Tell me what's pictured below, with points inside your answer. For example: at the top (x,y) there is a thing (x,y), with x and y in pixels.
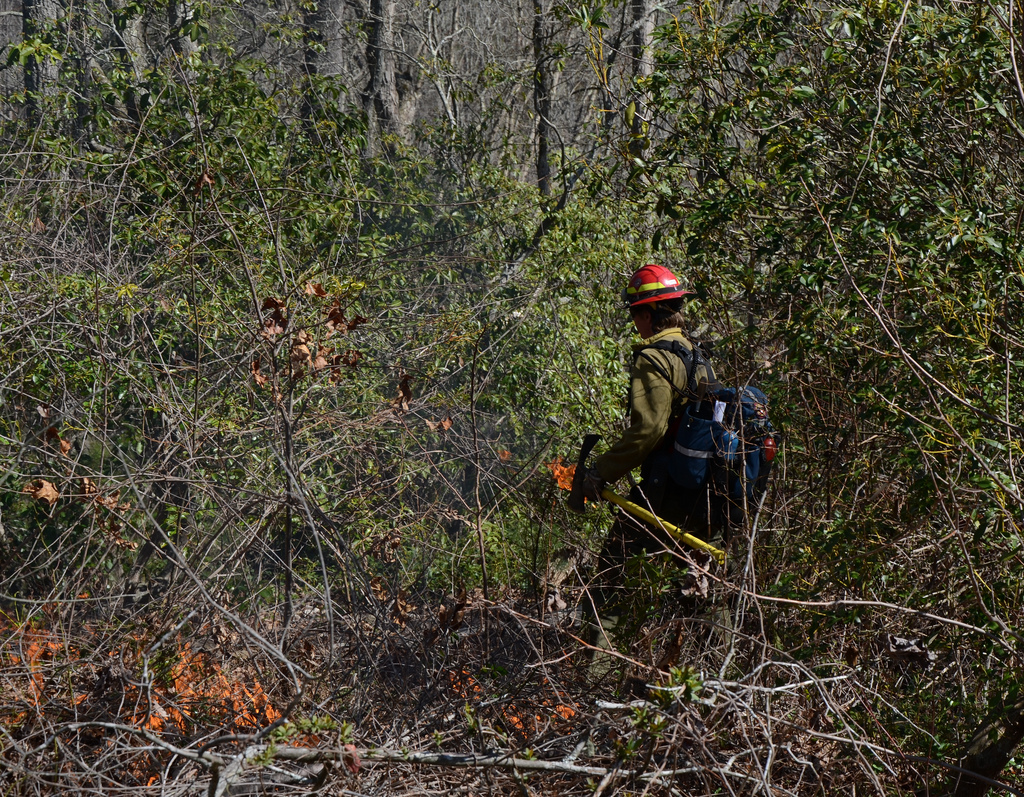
In this image I can see the person (609,454) and the person (648,317) is wearing green color uniform (628,458), blue color bag (765,477) and red color helmet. Background (582,255) the trees (302,244) are in green color.
